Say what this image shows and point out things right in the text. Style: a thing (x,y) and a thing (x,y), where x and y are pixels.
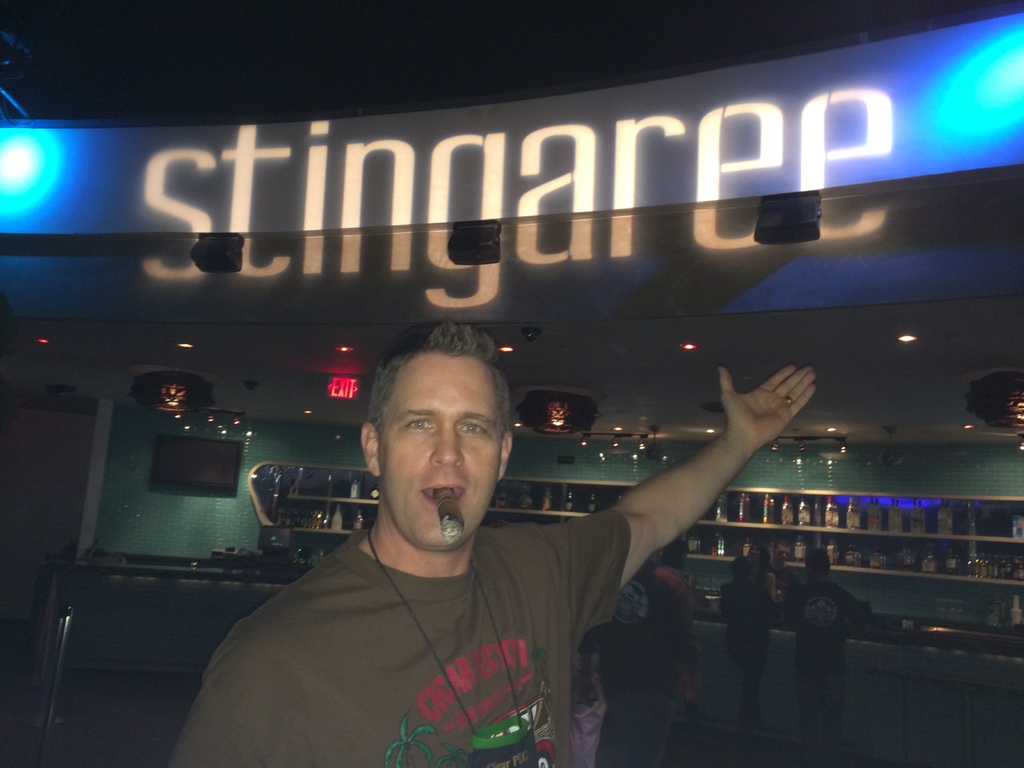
In this image we can see a person (631,525) smoking, behind him we can see few persons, there are some shelves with bottles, we can see a television (163,443) on the wall (202,502), at the top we can see some lights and an exit board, also we can see some text (310,265).
